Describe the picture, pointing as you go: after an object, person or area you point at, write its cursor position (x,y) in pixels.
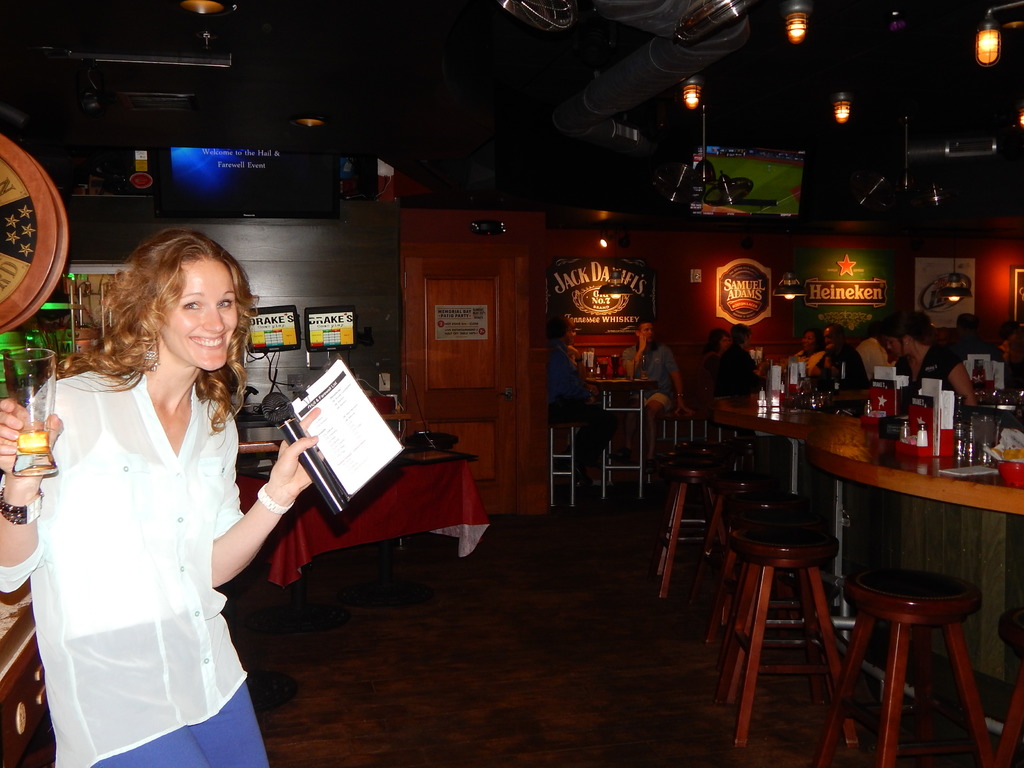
This is a picture taken in a room (688,406), there are a group of people (797,355) sitting on chairs (669,415) in front of these people (861,343) there are tables (811,431) on the table (854,441) there are glasses (983,453), bottle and bowls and a woman (135,587) in white shirt (122,547) was standing on the floor (372,696) and holding a microphone (287,428), glass (41,422) and a paper (334,449). Behind the people (872,361) there is a door (417,344) and a wall (282,272) and there are lights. There is a ceiling lights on the top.
